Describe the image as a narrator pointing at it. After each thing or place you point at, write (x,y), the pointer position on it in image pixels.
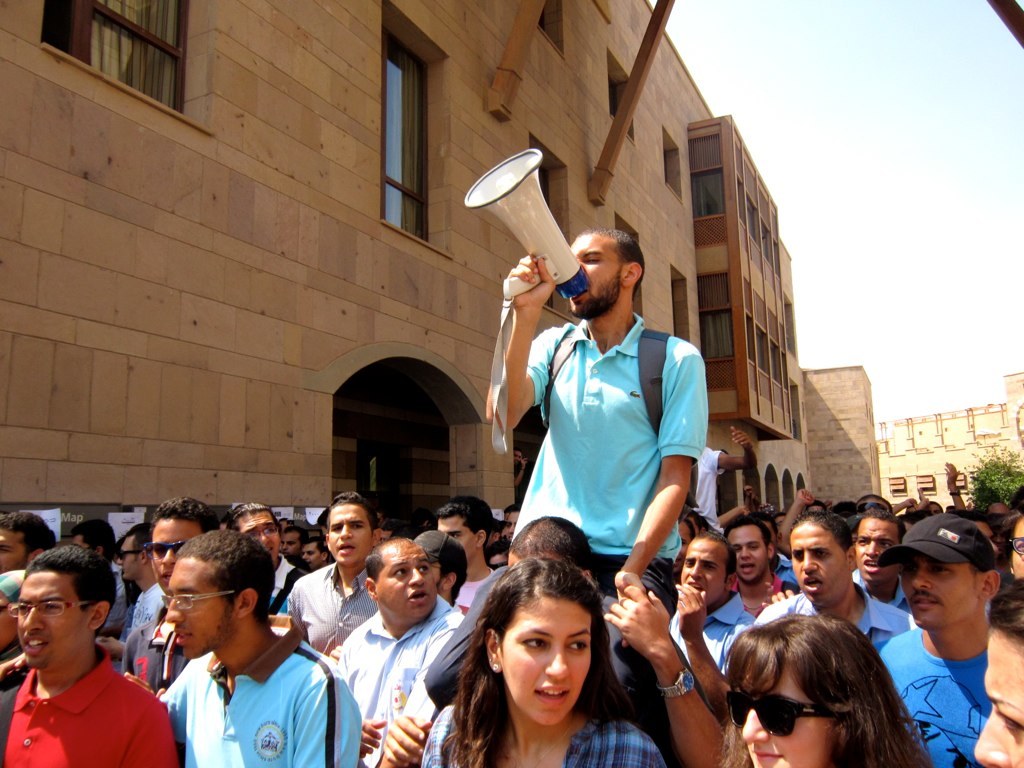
In the center of the image (602,309) a man (613,307) is holding a megaphone (520,281). At the bottom of the image (466,643) we can see a group of people (587,670). In the background of the image (1014,383) we can see buildings (926,442), windows (632,235), wall (1012,431). On the right side of the image (985,452) a tree (1010,463) is there. At the top of the image (797,54) we can see the sky (965,204).
